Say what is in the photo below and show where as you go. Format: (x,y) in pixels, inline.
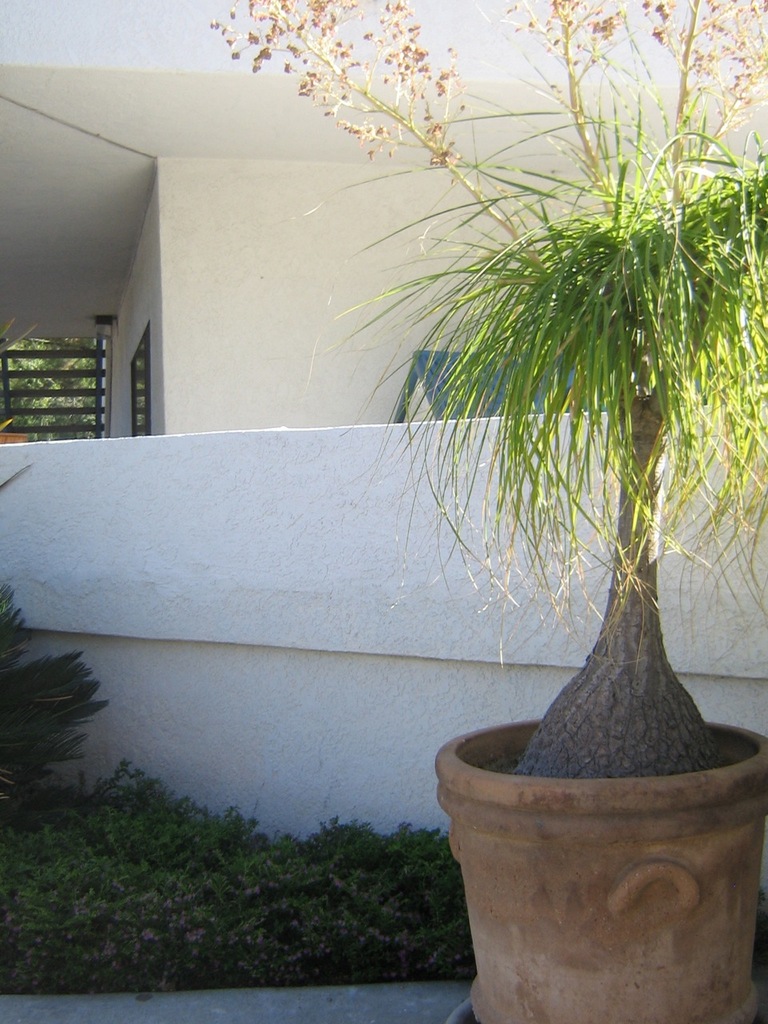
In this image on the right side (583,995) we can see a plant (600,388) in a pot (576,1011) and there are plants (140,808) on the ground (144,1023) on left side (134,816) at the wall (276,597). In the background (201,265) we can see a house (179,315), trees (27,402) and objects (44,392).
